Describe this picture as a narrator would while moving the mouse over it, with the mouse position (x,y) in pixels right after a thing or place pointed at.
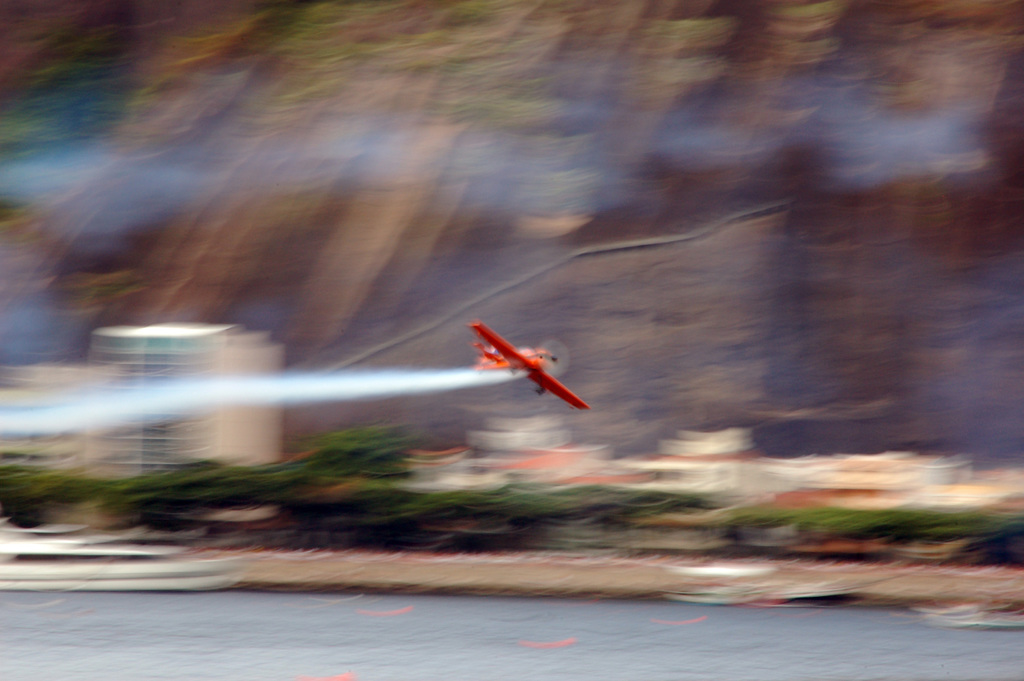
In this image there is an airplane (573,395) in the air (587,371), below that there is a river (369,654). The background (736,18) is blurry.
